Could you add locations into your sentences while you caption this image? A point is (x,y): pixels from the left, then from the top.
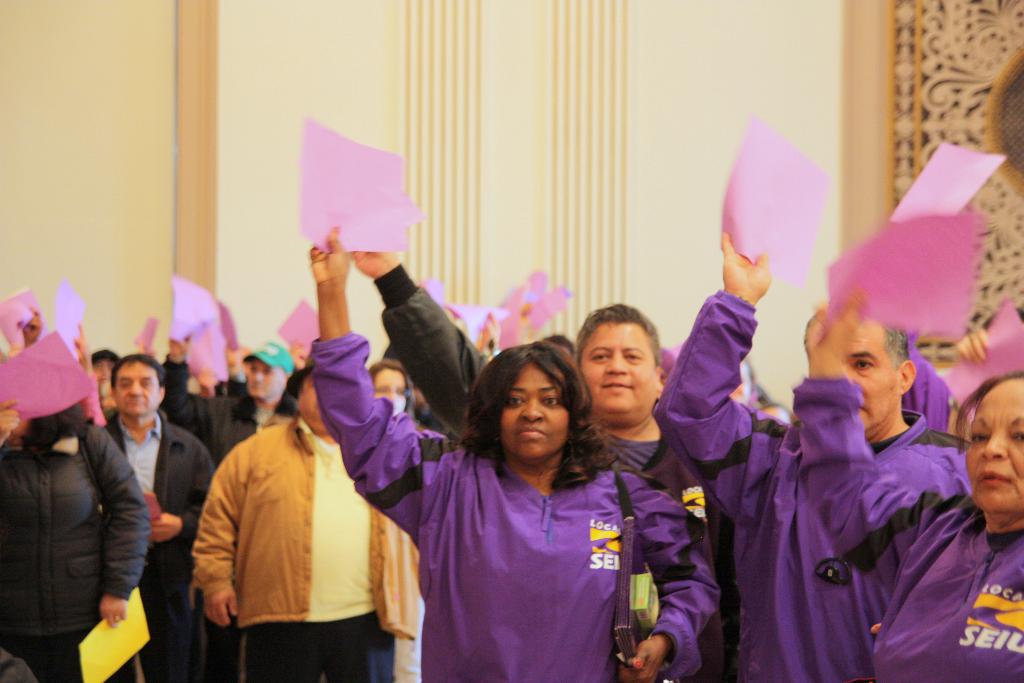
In this image there are group of people (439,474) who are holding the pink colour papers (348,205) by raising their hands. In the background (408,135) there is a wall (692,131). There are few people (785,476) standing on the right side (840,494) by wearing the violet colour dress (783,542).
